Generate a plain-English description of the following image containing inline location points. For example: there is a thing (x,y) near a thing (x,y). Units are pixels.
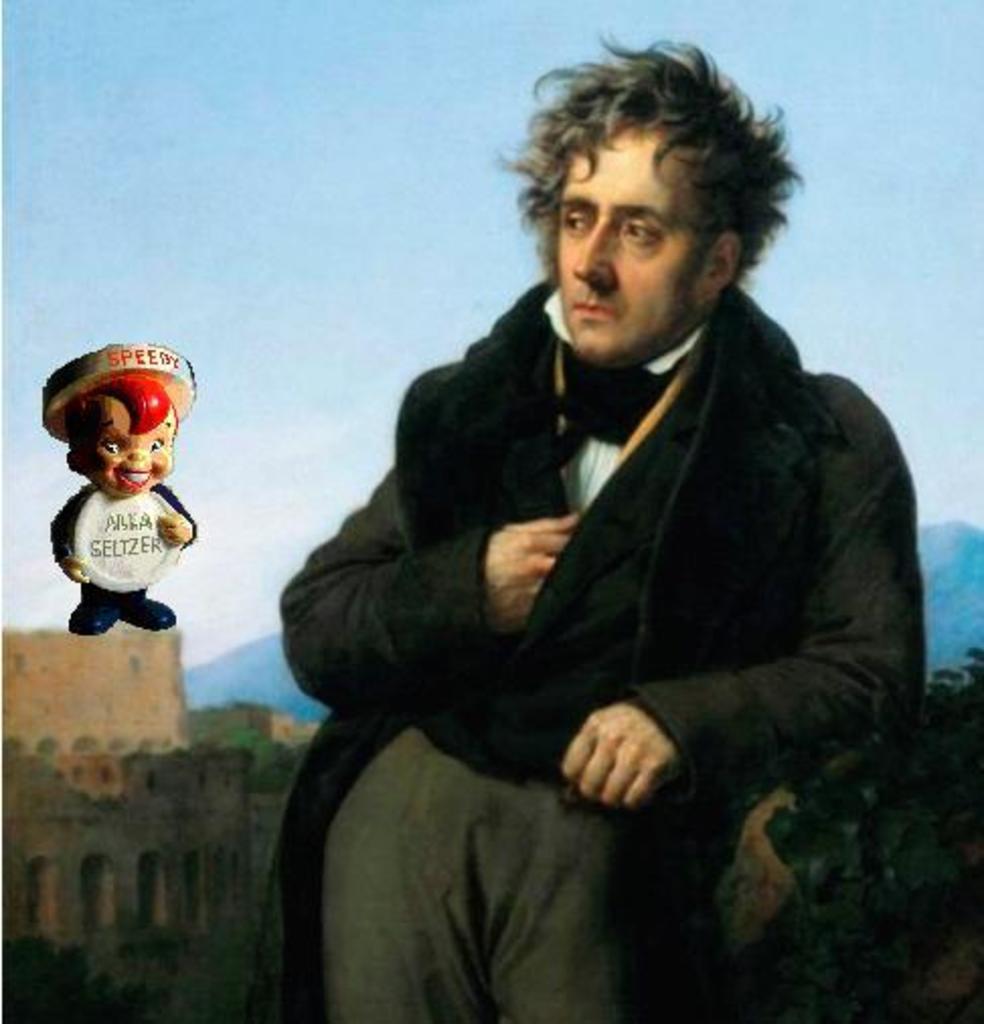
In this picture we can see a man (714,489), beside to him we can find an animation image (144,510), in the background (142,773) we can see few forts (172,807).
